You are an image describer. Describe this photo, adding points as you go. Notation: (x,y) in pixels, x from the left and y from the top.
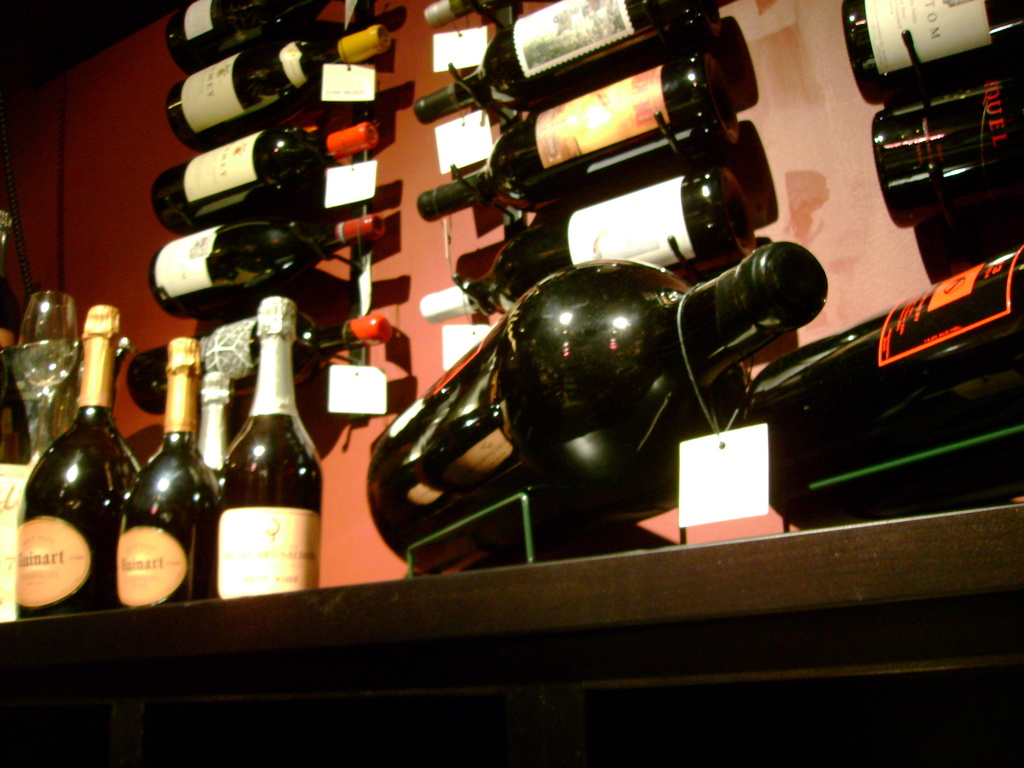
In this picture I see number of bottles (445,193) and I see few tags (367,295) on the bottles (590,438) and I see a glass (45,346) on the left side of this image (41,331). In the background (125,41) I see the wall (857,145).
